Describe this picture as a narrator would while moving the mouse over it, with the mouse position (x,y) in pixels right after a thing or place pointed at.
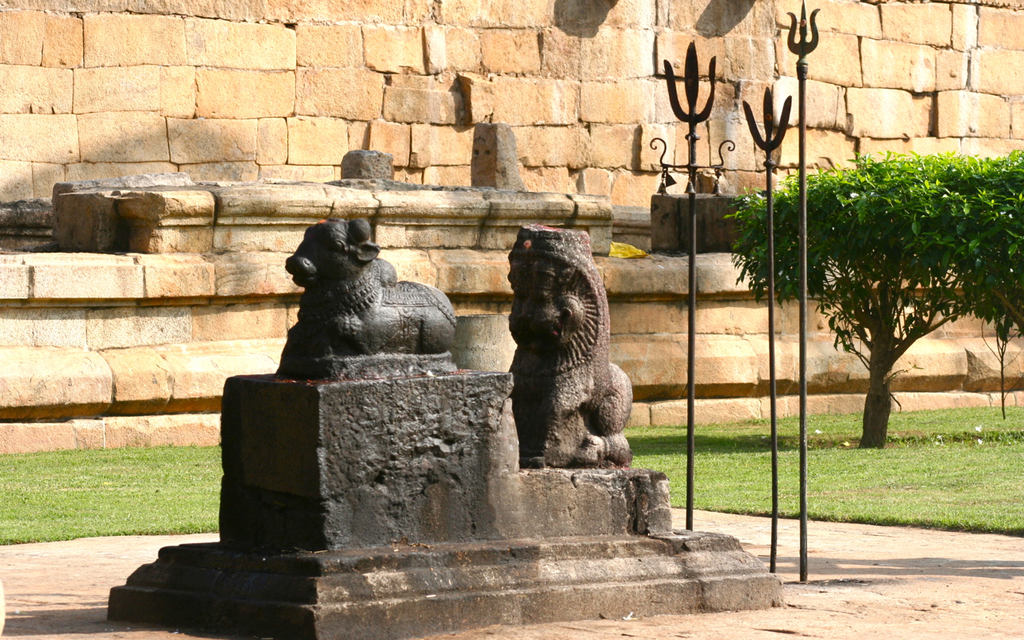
In this image in front (574,291) there are statues (592,310). Behind the statues (586,280) there are tridents (801,444). At the bottom of the image (883,474) there is grass (843,455) on the surface (748,441). There are plants (881,436). In the background of the image (385,93) there is a brick wall (195,113).
